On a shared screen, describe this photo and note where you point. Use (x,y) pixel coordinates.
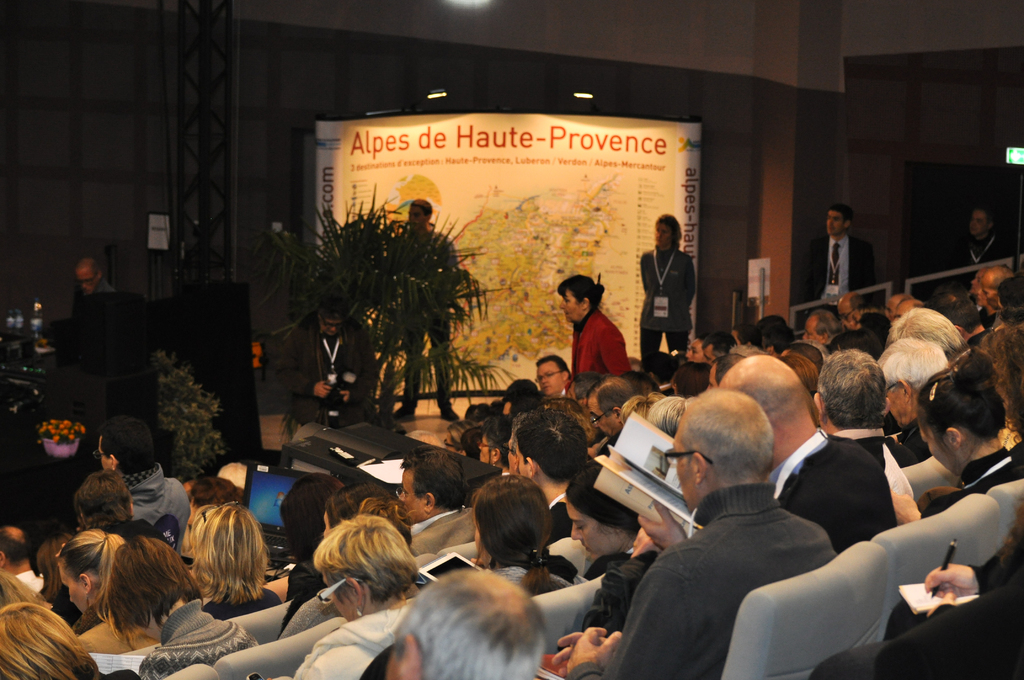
In this picture we can see a group of people (415,602) sitting on chairs (856,596), laptop (256,493), tab (428,567), books (656,466), pen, plants (356,293), banner (619,211), some people (592,290) are standing on the floor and some objects (178,339). In the background (795,71) we can see the lights (433,95) and walls (905,150).
